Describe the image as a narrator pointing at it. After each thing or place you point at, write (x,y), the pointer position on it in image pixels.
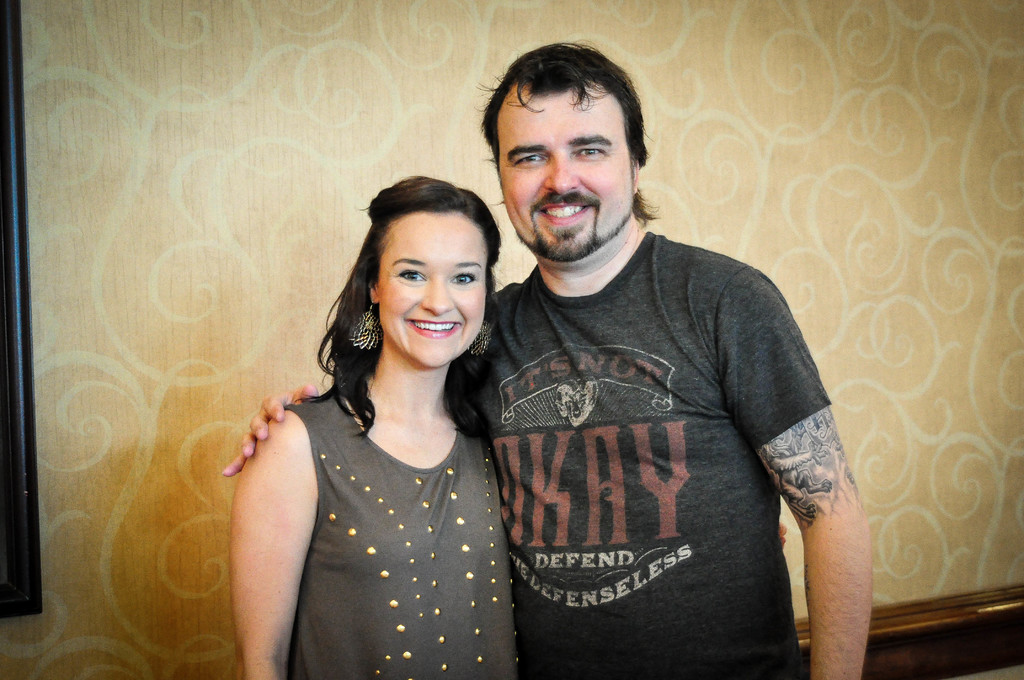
Here I can see a man (588,389) and a woman (368,467) are standing, smiling and giving pose for the picture. In the background (793,160) there is a wall (873,165). In the bottom right-hand corner (944,647) there is a wooden object (922,616). On the left side (14,442) there is a black color object (20,160) which seems to be a frame (27,434).
